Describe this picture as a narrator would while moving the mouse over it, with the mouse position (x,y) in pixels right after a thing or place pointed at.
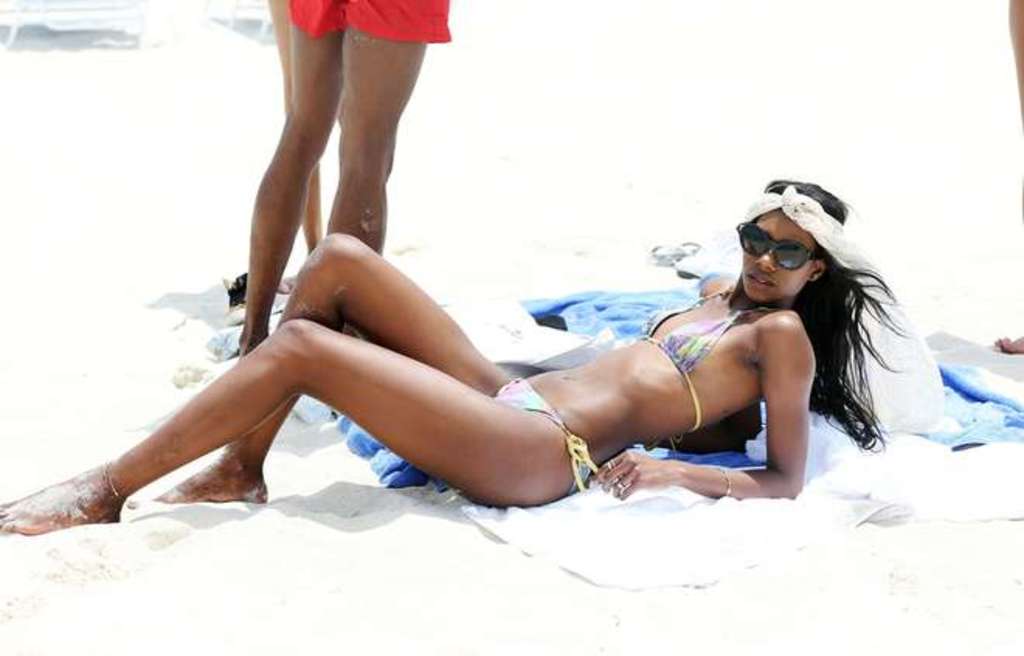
In the middle of the picture (476,410), we see the woman (715,291) who is wearing the goggles (774,241) is lying on the white and blue blanket (656,500). At the bottom (436,523), we see the sand (421,567). Beside her, we see two people (364,142) are standing. In the background (117,98), it is white in color and we see the two objects (75,27) in white color which look like a beach bed (94,3).
